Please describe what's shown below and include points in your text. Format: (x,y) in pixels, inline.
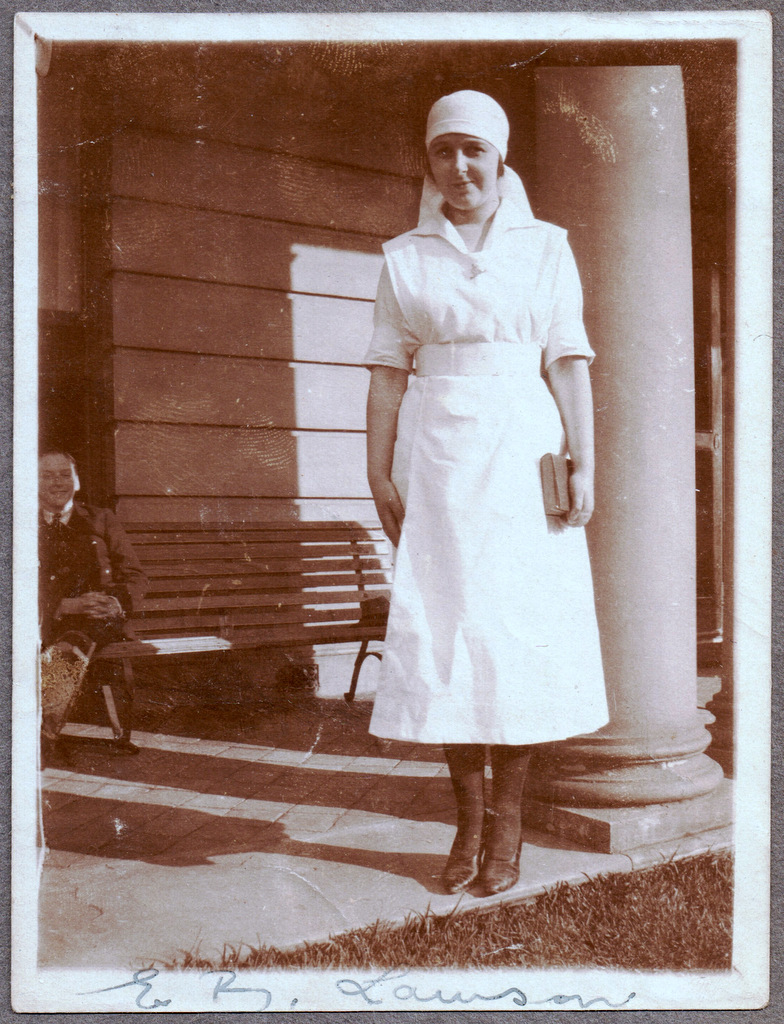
This image consists of a woman (427,591) wearing white dress (434,600). On the left (86,656), there is a man (76,618) sitting on a bench (136,645). At the bottom (502,918), we can see grass (477,931). On the right (629,599), there is a pillar (636,499). In the background (299,328), there is a wall (289,333). It looks like a photograph.
